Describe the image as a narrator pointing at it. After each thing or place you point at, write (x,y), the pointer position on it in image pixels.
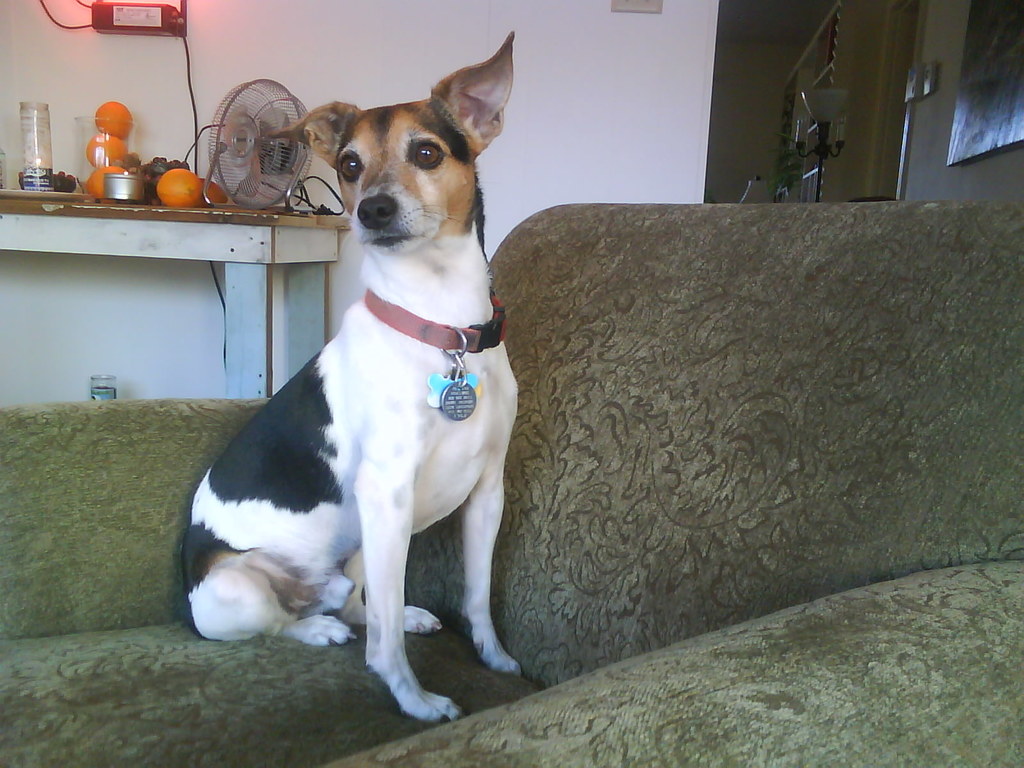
In this image, we can see a dog (489,349) sitting on the sofa (42,524), in the background (270,313) there is a table (131,212), on that table (136,211) there are some oranges (125,144), there is a small fan (240,167) on the table (199,212), we can see a wall (321,92).
